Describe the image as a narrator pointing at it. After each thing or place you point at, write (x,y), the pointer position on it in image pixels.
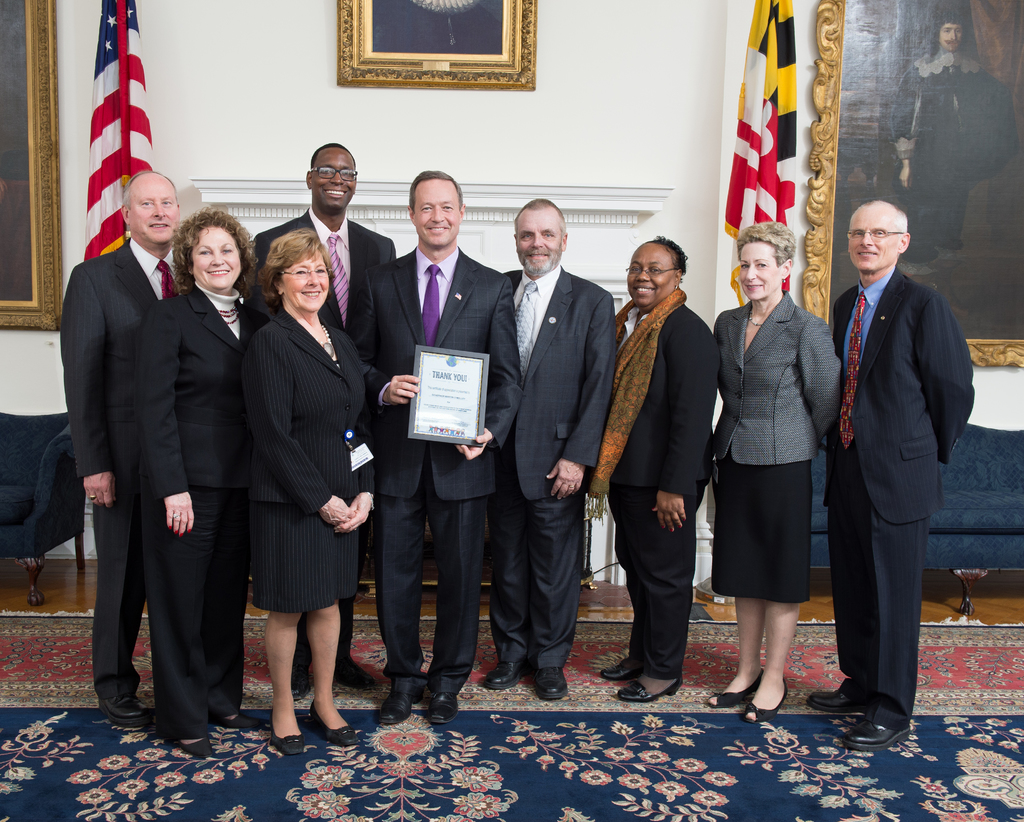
In the center of the picture (417,479) there are people (331,430) standing. In the foreground (271,759) there is mat (358,760). In the background (45,110) there are frames (395,79) and flags (99,65). On the left (22,462) there is a chair (47,497). On the right (971,532) there is a couch (973,507).
